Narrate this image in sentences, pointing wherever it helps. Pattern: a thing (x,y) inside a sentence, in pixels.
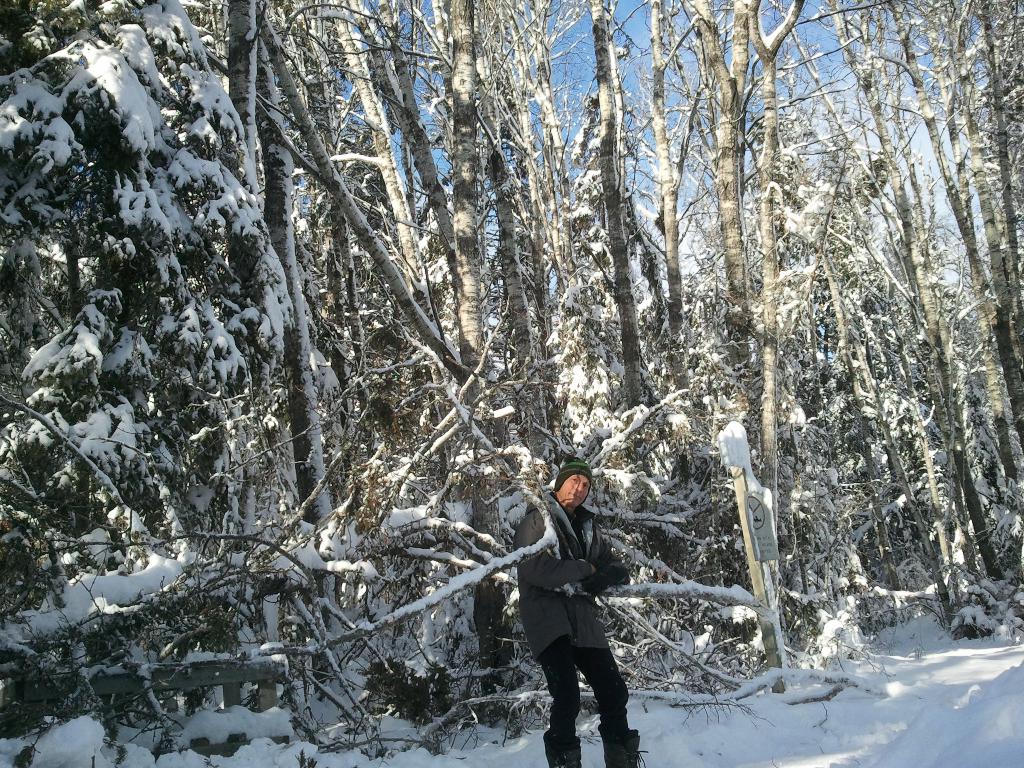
The man (619,760) in the middle of the picture (569,501) wearing a black jacket (587,523) and black cap (586,473) is standing. Beside him, we see a caution board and at the bottom of the picture (851,686), we see ice (915,695). In the background (391,400), there are many trees (628,385) which are covered with ice (205,510).
